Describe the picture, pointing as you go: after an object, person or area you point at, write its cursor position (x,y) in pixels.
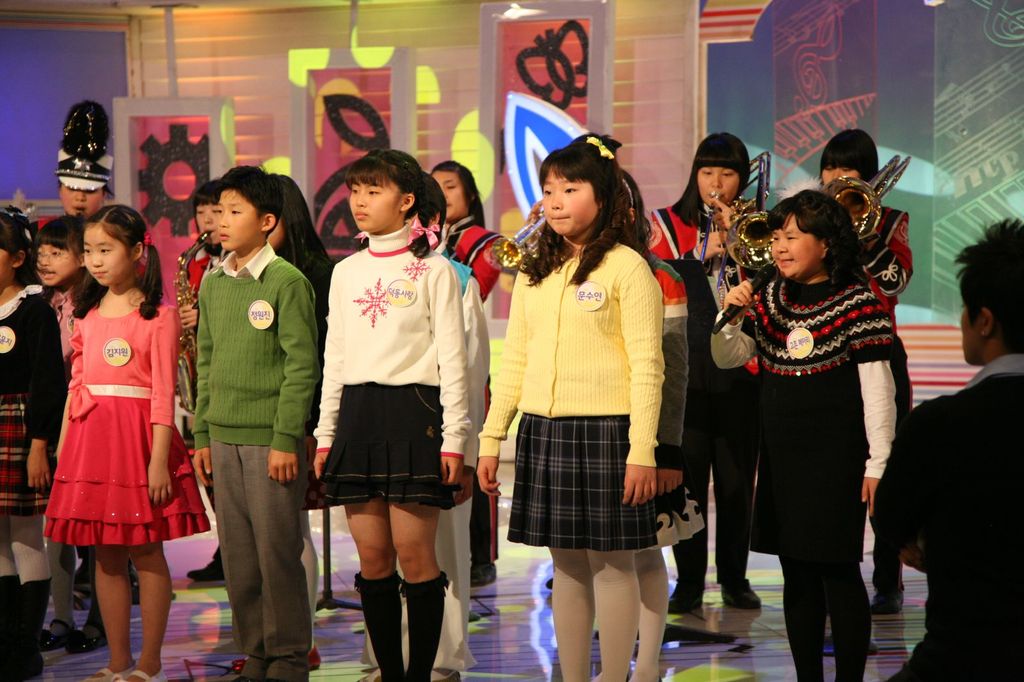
This picture describes about group of people (361,343), one person (768,334) holding a microphone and few people (704,224) playing musical instruments (191,362), in the background (441,153) we can see few arts (153,166).
